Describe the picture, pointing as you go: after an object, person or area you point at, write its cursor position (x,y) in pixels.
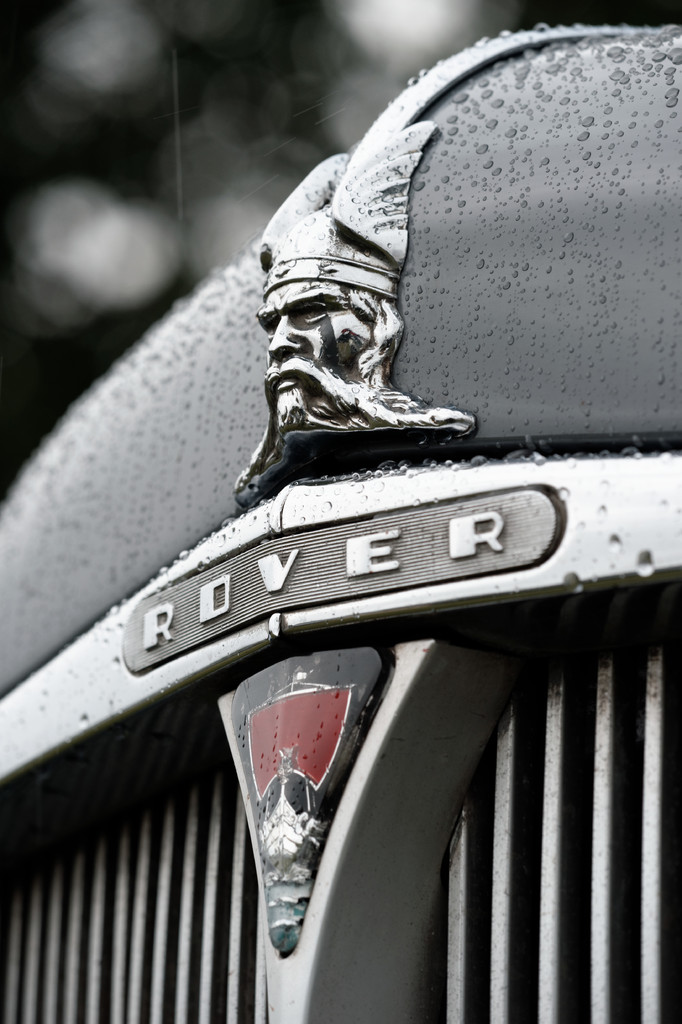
This is a picture of a logo (345,277) of a vehicle (296,407), and there is blur background (70,204).
